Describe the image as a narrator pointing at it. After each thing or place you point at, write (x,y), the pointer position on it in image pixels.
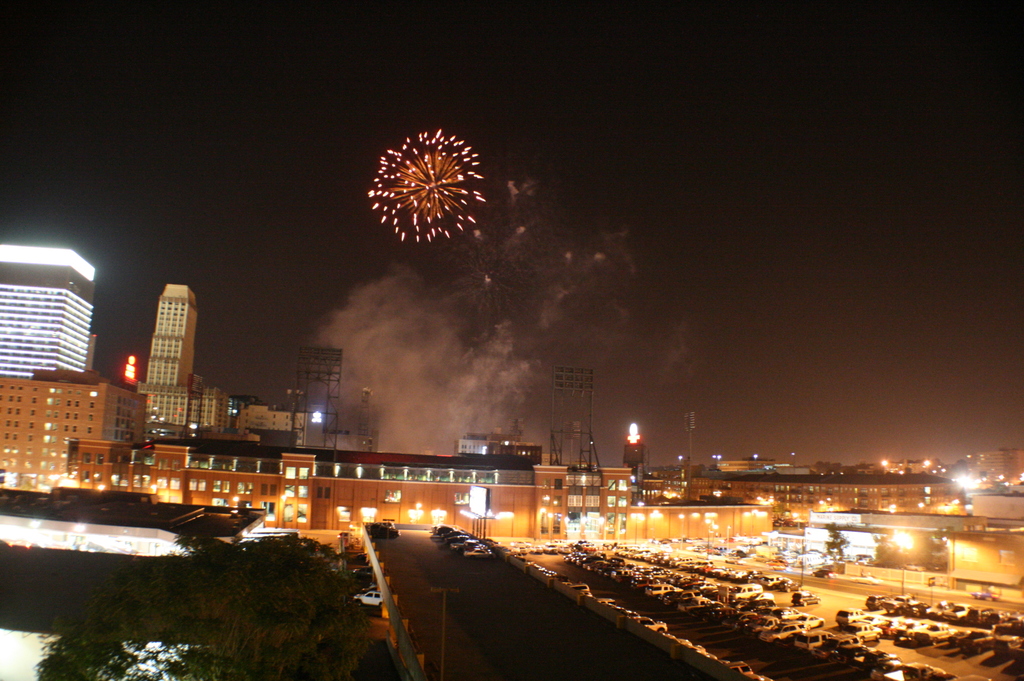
This image in the center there are cars (863,663) on the road (535,584). On the left side (265,607) there is a tree (234,595) and in the background (214,438) there are buildings (487,466), there is smoke (505,344) and there is a sparkle (420,204) in the sky (359,210).
